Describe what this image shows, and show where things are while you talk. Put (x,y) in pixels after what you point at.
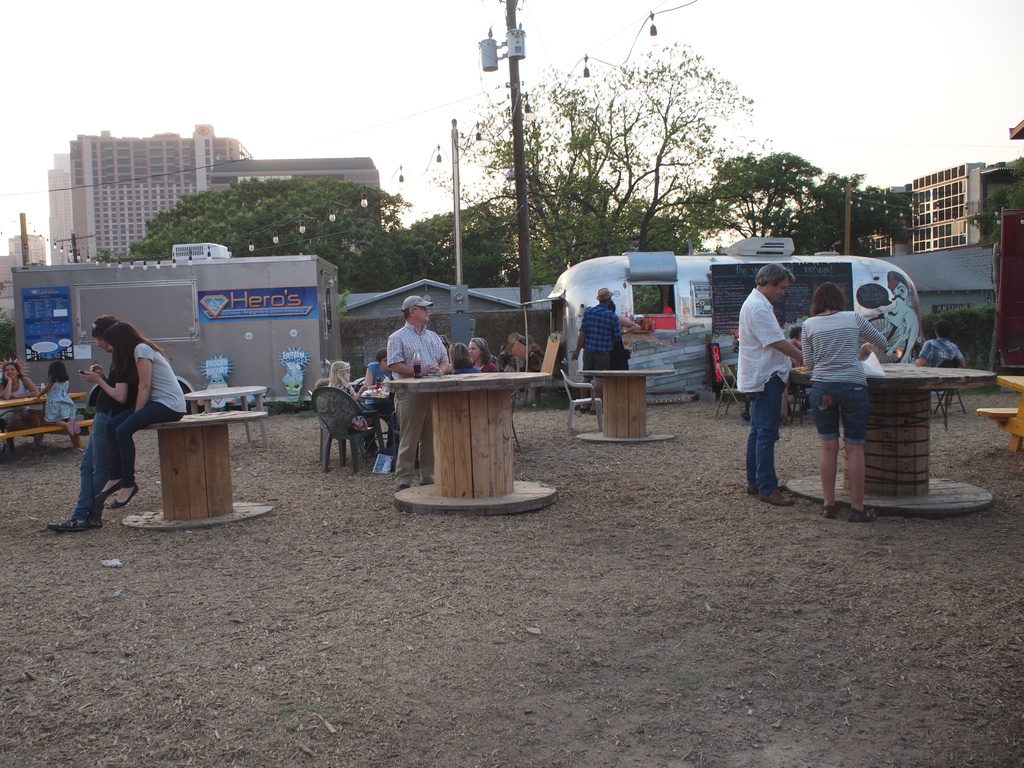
In the middle of the image (482,362) there are some tables (258,412) and chairs (318,429) and few people (135,389) are standing and sitting. Behind them there are some vehicles (248,268). Behind the vehicles (621,268) there are some poles (457,196) and trees (552,282) and buildings (270,178). At the top of the image (941,21) there is sky (955,48).
